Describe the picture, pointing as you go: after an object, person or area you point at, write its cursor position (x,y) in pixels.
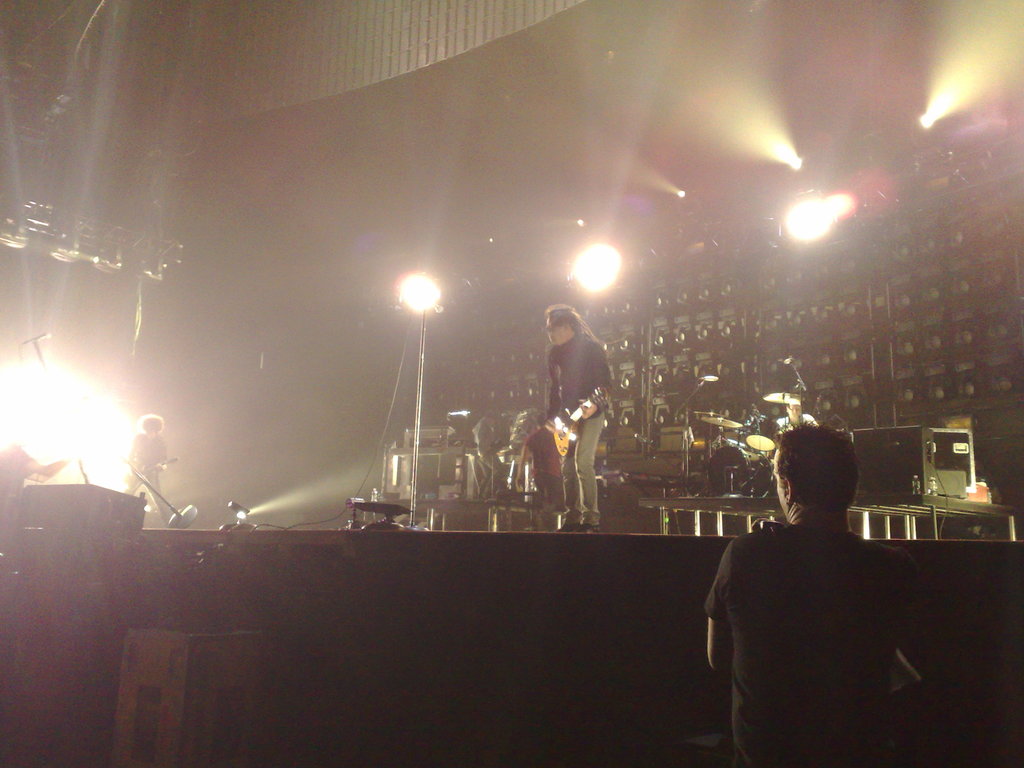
In the image there is a man (596,418) playing guitar (566,443) in the middle (567,391) and in the background (728,438) there are drum kit (729,446) and over the top there are lights (815,213), this place seems to be a concert and in front (776,700) there are people (759,692) watching at them.
